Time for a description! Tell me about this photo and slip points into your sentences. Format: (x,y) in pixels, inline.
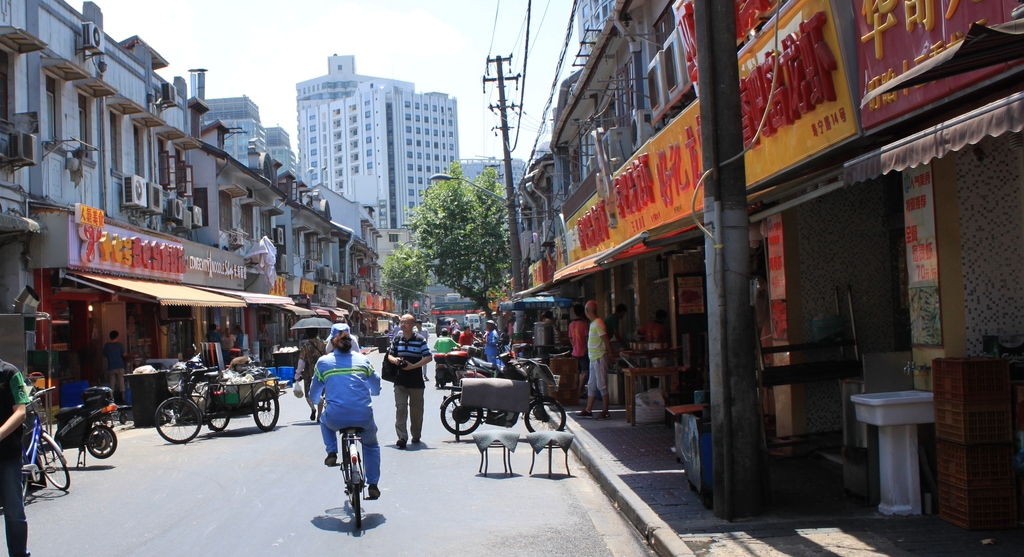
In this image in the center (397,356) there are persons (397,356) walking. There is a man (336,429) riding a bicycle (342,440) in the center (354,353). On the right side (746,305) there are buildings (914,359), poles (518,270), trees (485,286) and persons (584,339) standing. There are bikes (104,412) and bicycles (474,411) on the road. There is a wash basin (898,423) and a tap (914,372) on the wall (929,358) and there are banners (801,159) with some text (923,252) written on it. On the left side (98,207) there are buildings (90,193) and boards (133,260) with some text (118,260) written on it and there are tents (201,291) and the persons (110,338) standing. In the background (353,166) there are buildings (444,168) and the sky (362,43) is cloudy.
